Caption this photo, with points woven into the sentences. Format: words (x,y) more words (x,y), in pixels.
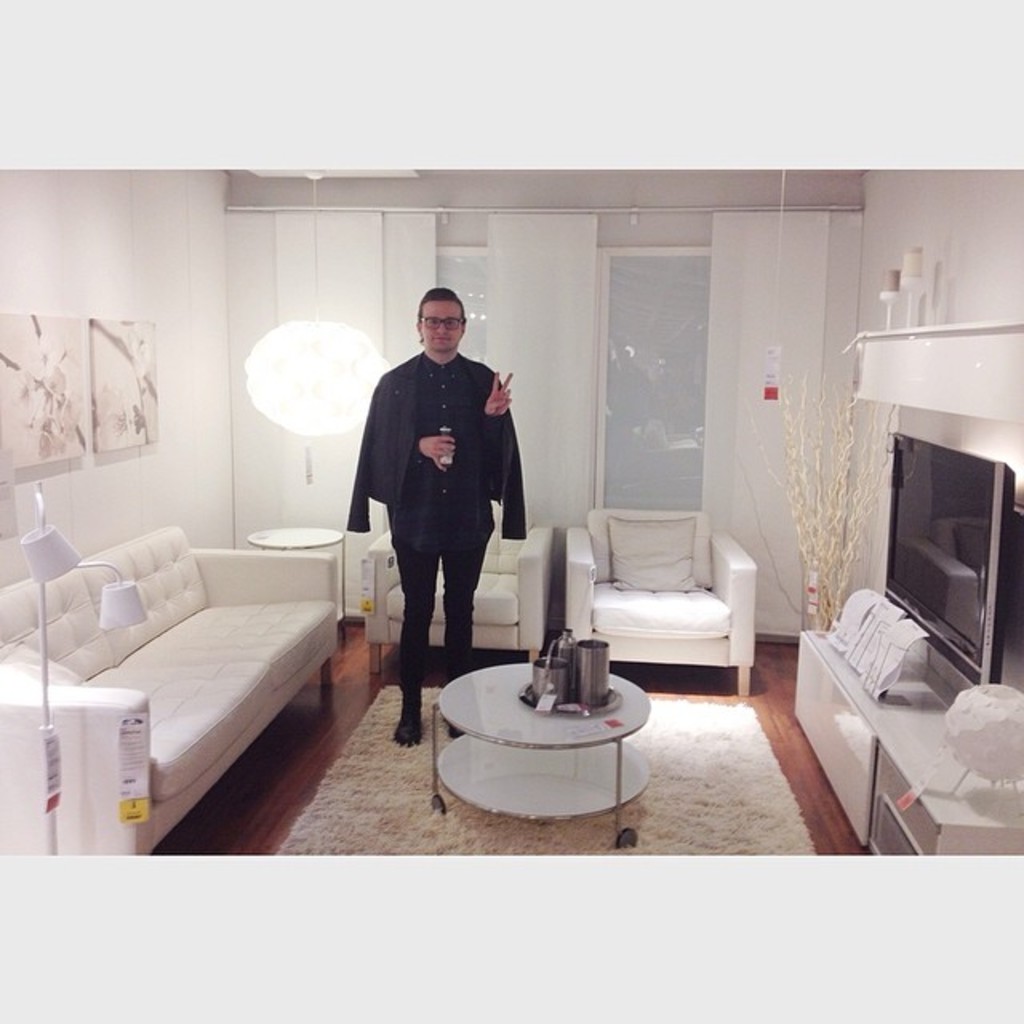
In this picture I can see a man (418,504) standing and holding a can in one hand (430,454) and I can see a sofa (226,655) and couple of chairs (624,570) and I can see a television (897,523) and I can see a bottle (563,643) and couple of jars (560,693) on the table (521,715) and I can see carpet (694,854) on the floor (505,660) and a light (337,379) in the back (333,372) and I can see blinds (734,276) to the window (635,253) and I can see lights (105,588) to the stand (45,714) and couple of frames (99,369) on the left side wall (105,295) and I can see few items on the another table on the right side of the picture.
